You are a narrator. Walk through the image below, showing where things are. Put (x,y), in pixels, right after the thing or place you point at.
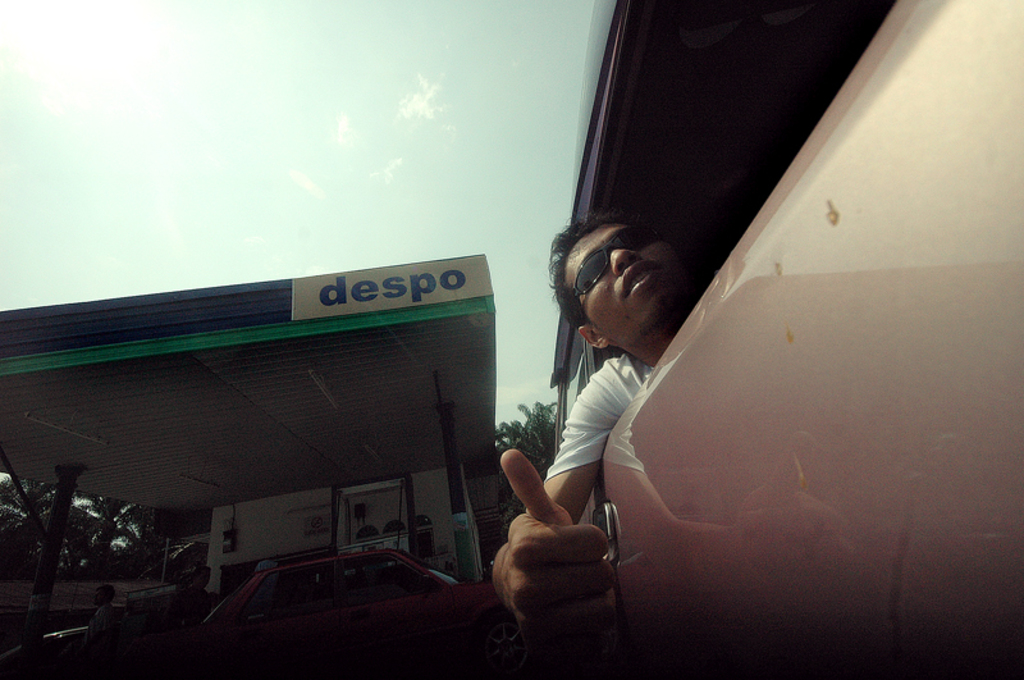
On the right side of the image (908,406), we can see one vehicle (822,434). In the vehicle (794,438), we can see one person (659,355) sitting and he is wearing glasses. In the background (401,131), we can see the sky (499,337), clouds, trees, one petrol bunk (444,445), one building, pillars (450,460), one vehicle (397,632), banners (317,521), fence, few people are standing and a few other objects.
